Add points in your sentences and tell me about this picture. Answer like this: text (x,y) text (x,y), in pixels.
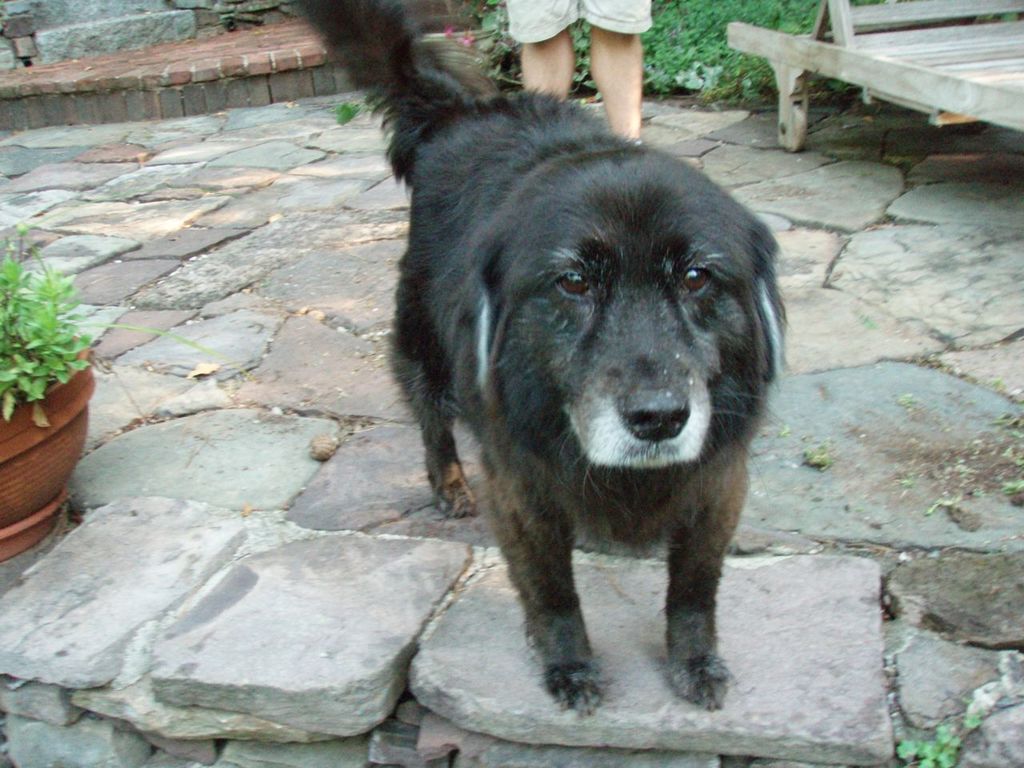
In the image we can see there is a black colour dog (596,356) who is standing on the patio (581,610) and behind him there is a person (565,84) standing.
